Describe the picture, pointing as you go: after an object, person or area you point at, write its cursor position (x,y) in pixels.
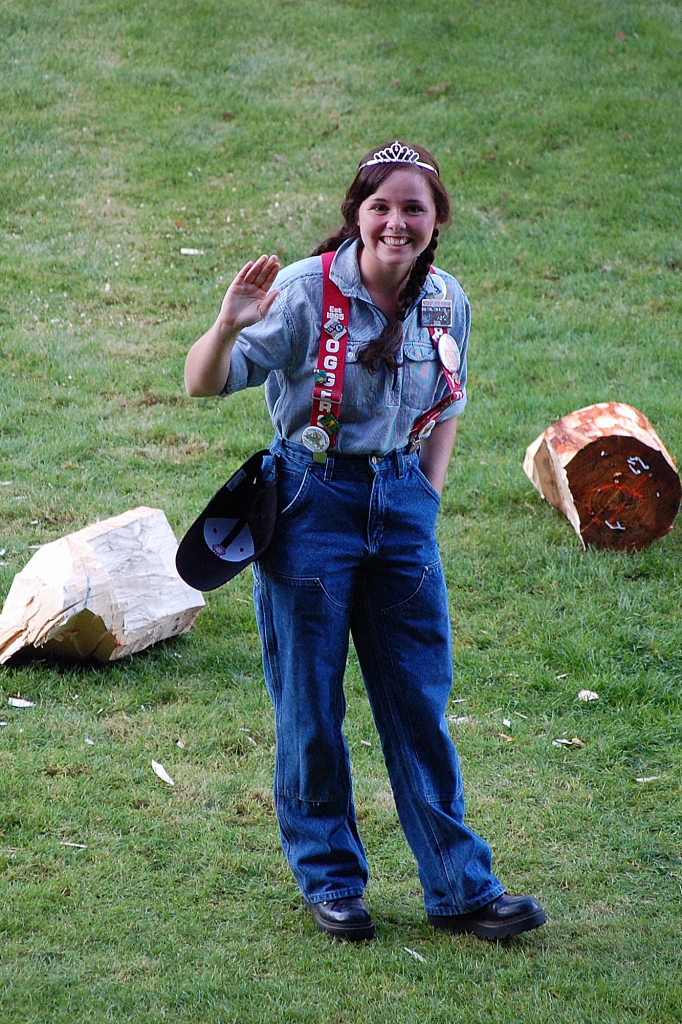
In this picture there is a woman (435,272) who is wearing crown (414,161), shirt (366,374), trouser (311,681) and shoes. She is standing on the ground (179,965), beside her I can see the woods (549,442). At the top (468,53) I can see the green grass (625,63).
